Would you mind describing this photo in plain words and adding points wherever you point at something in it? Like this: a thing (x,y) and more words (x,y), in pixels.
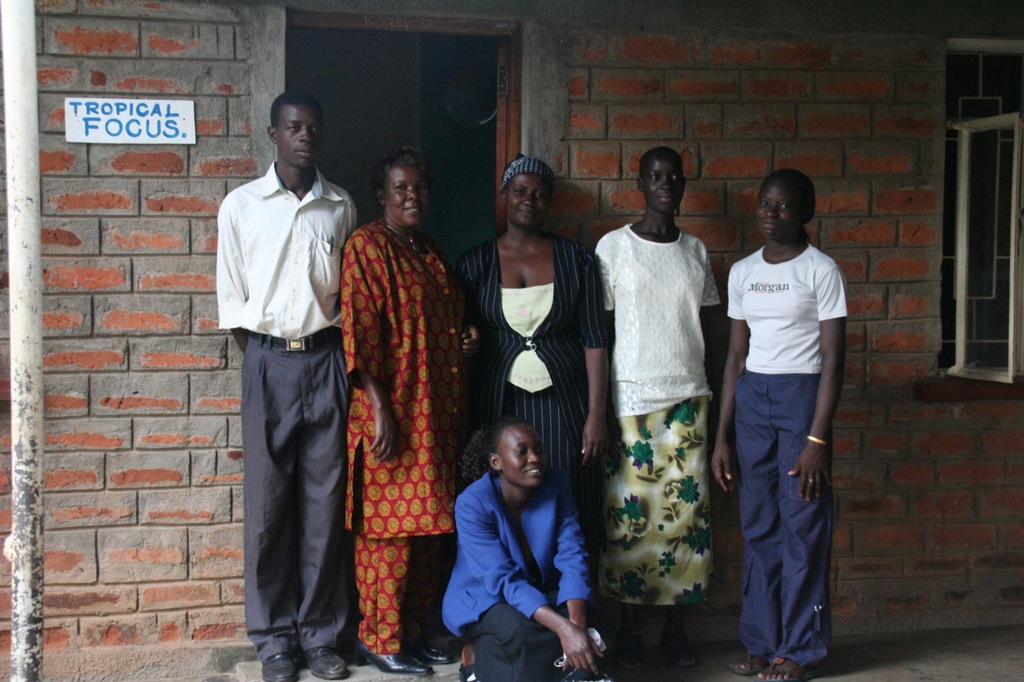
In this image at the bottom (575,540) a woman (528,613) is sitting, she wore blue color coat (512,567), black color trouser (520,655). Behind her few people (392,238) are standing and this is the brick wall (125,408), on the left side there is a board (97,113). On the right side (976,142) there are windows (967,314).
